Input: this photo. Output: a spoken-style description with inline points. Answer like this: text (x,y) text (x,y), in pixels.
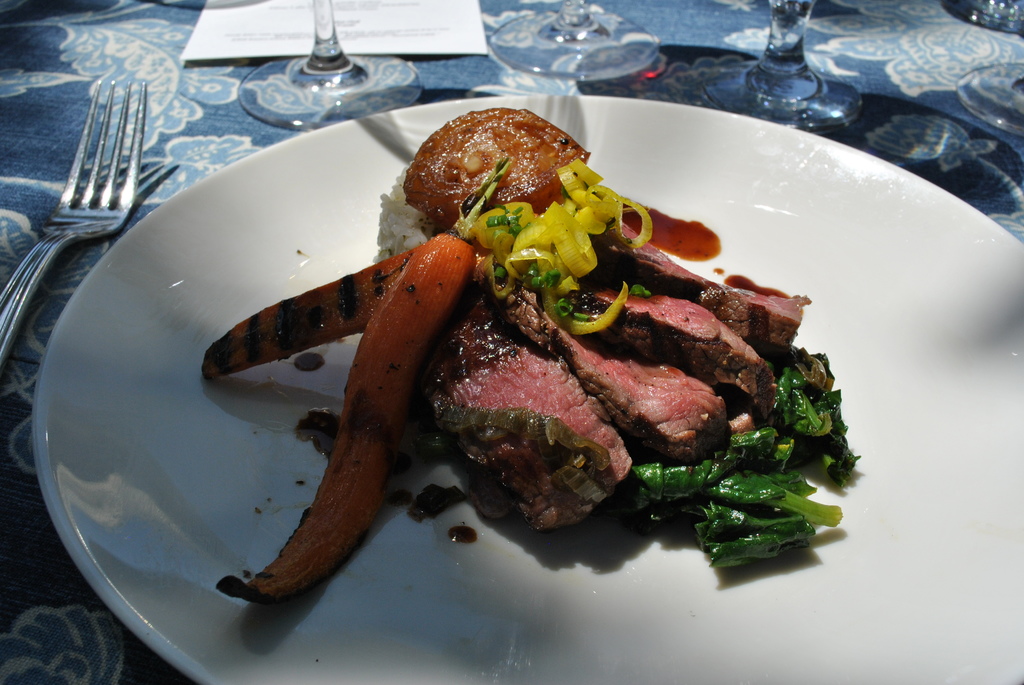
In the center of the image (479,311) there is a table (60,596) and we can see a plate (366,657) containing food (355,300), a fork (92,217), paper (272,18) and glasses (384,60) placed on the table (947,166).
